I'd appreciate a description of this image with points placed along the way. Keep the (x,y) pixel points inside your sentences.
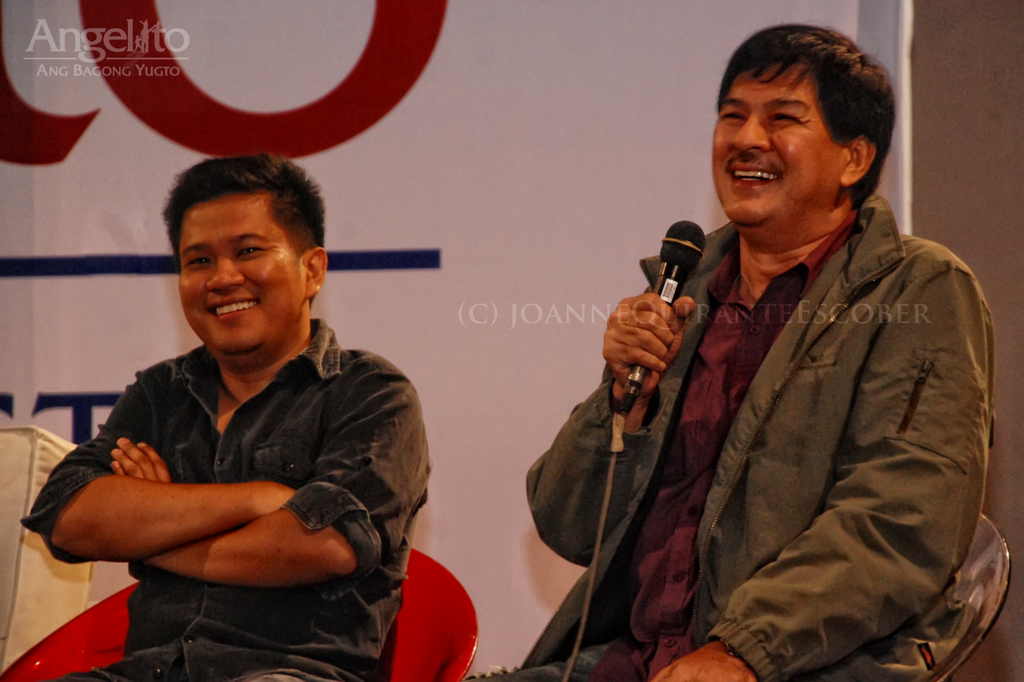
In this image there are two person (157,380) sitting on the chair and one person (755,510) is holding a mike (676,285) in his hand (660,326) and both are having a smile on their face (794,183). The background is having a poster (572,65) and walls (964,191) are ash in color. And chair (39,590) is there at left bottom (55,596). This image is taken on the stage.
